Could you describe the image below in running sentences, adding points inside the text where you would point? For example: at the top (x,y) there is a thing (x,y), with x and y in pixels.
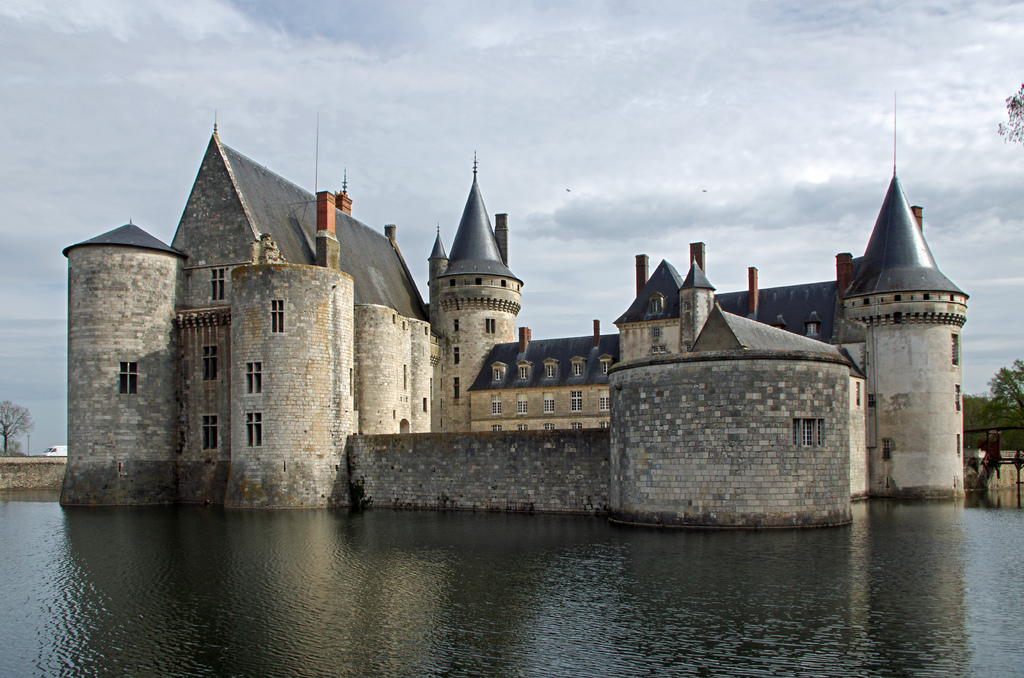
In this image it looks like a castle (466,403) in the water (513,591). At the top (740,26) there is the sky (761,50). In the background (989,398) there are trees (999,414). On the left side (29,469) there is a wall (26,473), Beside the wall (11,461) there is a tree (11,428). There is a van (50,451) on the road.
